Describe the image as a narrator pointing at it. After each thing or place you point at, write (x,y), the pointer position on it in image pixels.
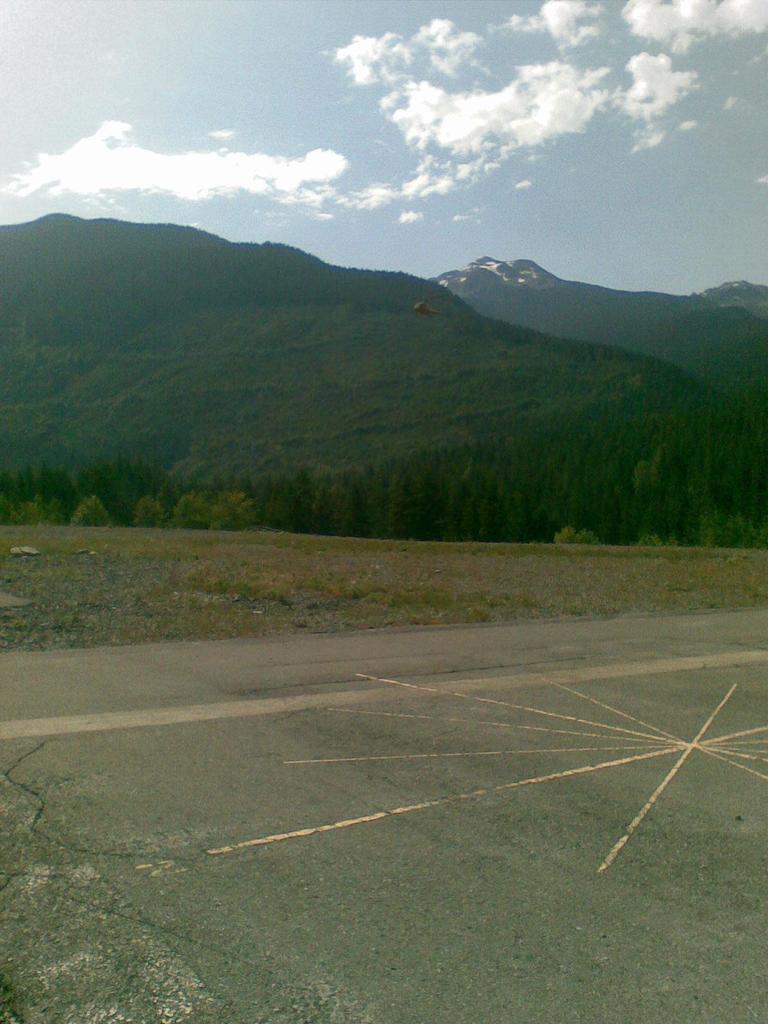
In this picture I can see a helicopter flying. There are trees (498,340), hills (491,333), and in the background (448,185) there is the sky (498,121).
